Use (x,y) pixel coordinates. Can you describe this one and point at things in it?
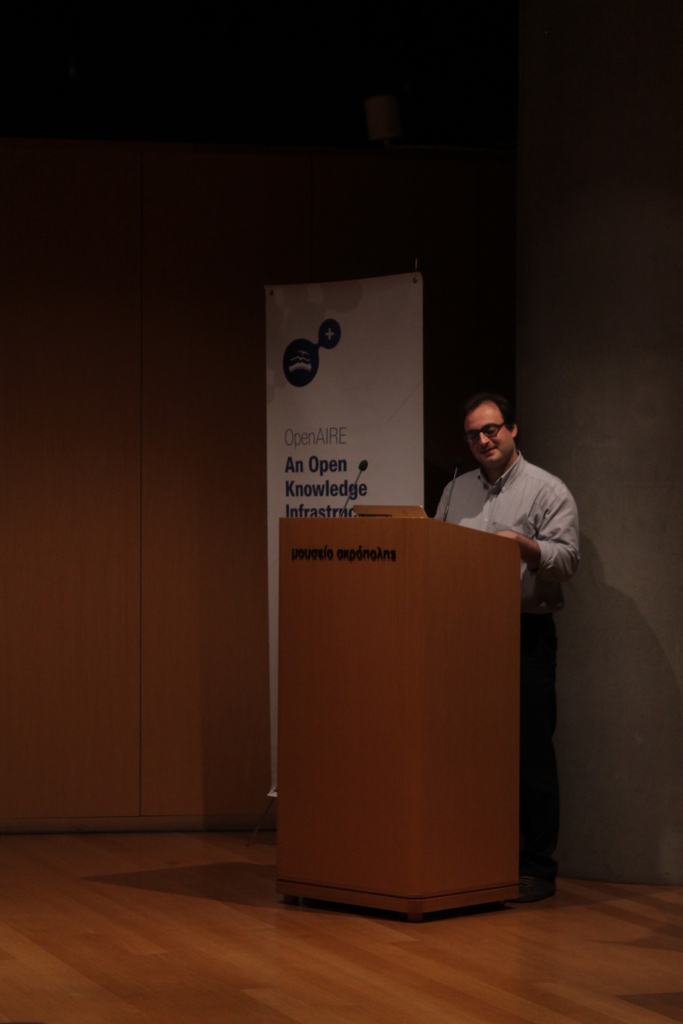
In this image there is a man (521,580) standing. In front of him there is a podium (359,623). There is text (336,556) on the podium (373,561). On the top of the podium (409,545) there is a microphone (357,477). Beside him there is a banner (312,427). There is text (322,463) on the banner (298,489). In the background (163,230) there is a wall (291,240). At the bottom (266,943) the floor (266,943) is furnished with wood (271,945).
